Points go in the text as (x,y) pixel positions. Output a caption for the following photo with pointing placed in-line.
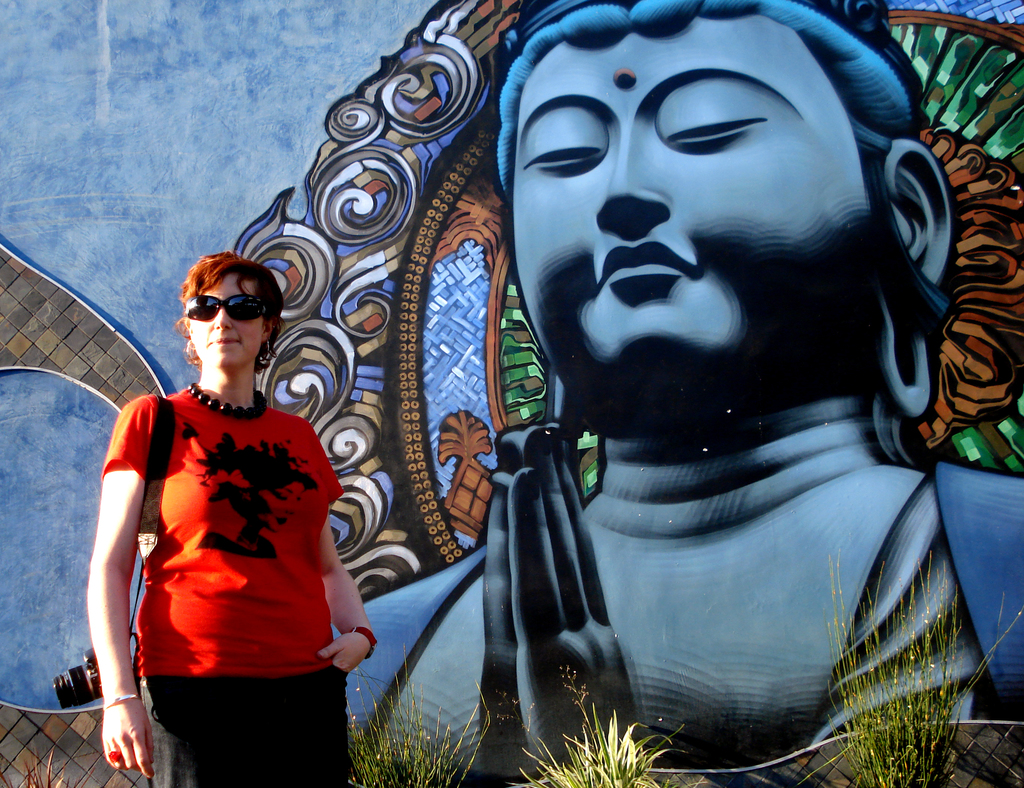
In this image I can see a woman (244,591) wearing orange and black colored dress (261,663) is standing and I can see a camera (96,661). In the background (280,168) I can see a wall (192,100) on which I can see a painting (849,423) of a person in blue, black, green and brown in color. I can see some grass (892,724).
